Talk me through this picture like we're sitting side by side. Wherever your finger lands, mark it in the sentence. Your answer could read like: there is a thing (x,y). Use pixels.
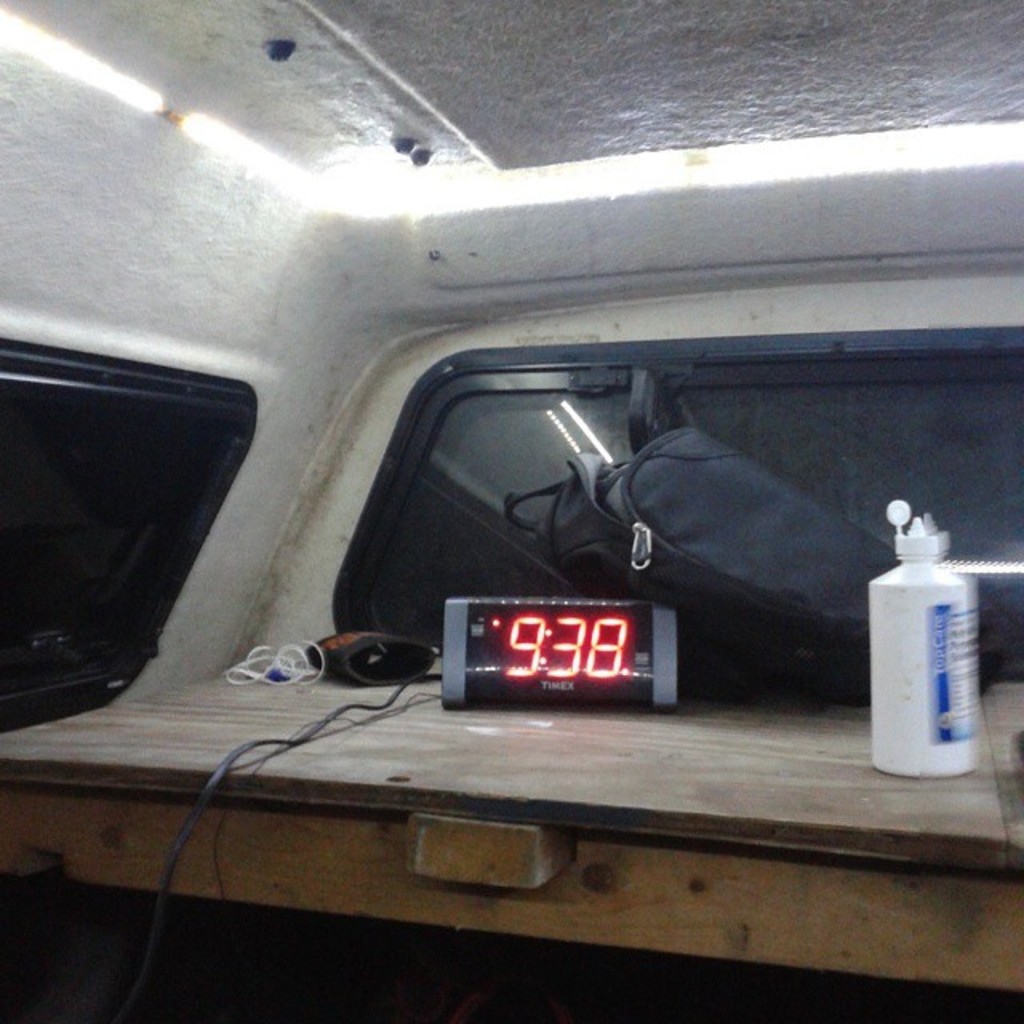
In this picture we can able to see clock (513,672), bag (774,493), bottle (927,630), glass window (880,440).
